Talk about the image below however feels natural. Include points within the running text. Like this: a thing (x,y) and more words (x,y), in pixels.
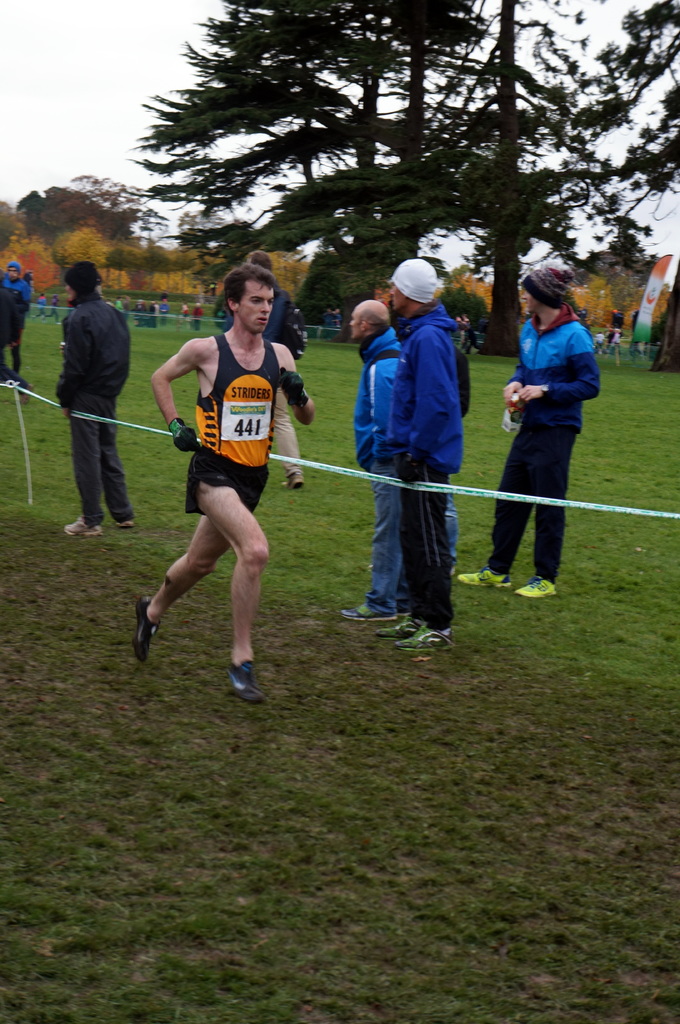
In this picture there is a man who is running on the grass (365,810). Beside him I can see many people (597,378) who are standing near to the rope (325,464). In the background (215,190) I can see the tent (653,309), fencing (326,329), trees (615,301), plants (302,309) and grass (634,539). And some people (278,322) are standing near to the trees (340,267). At the top left (105,124) I can see the sky (63,31).
